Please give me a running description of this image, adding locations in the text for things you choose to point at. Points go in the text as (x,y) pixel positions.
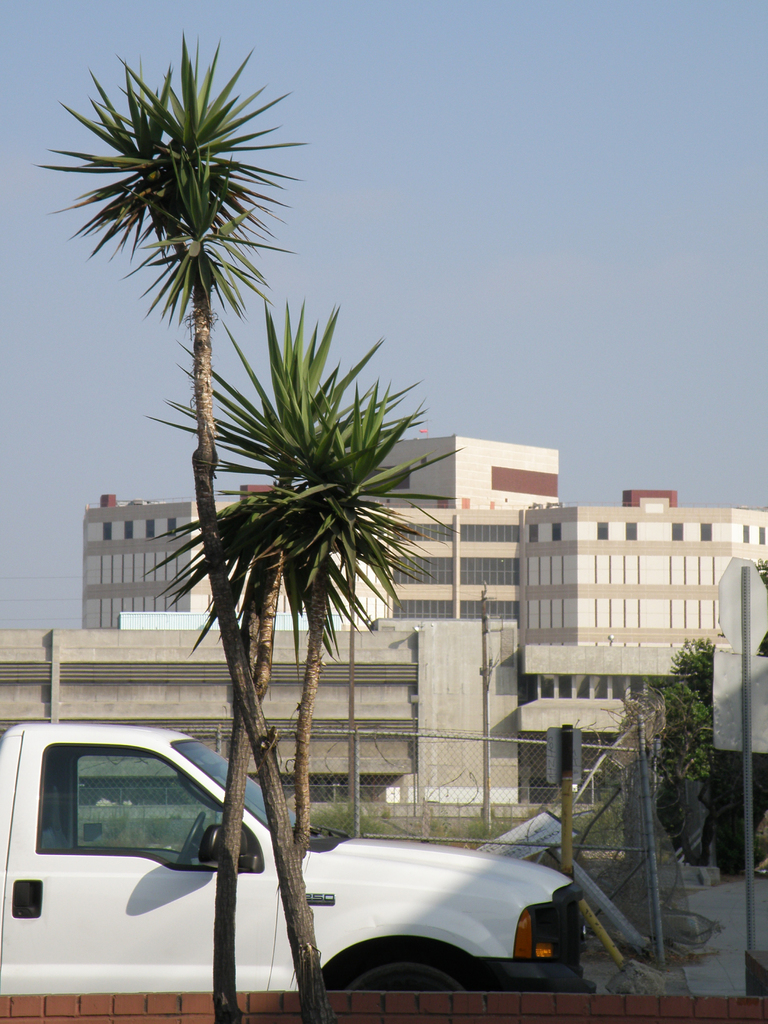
In this image I can see a vehicle (125,913) in white color. I can also see few plants (203,317) and trees (213,559) in green color, background (651,560) I can see few buildings (585,560) in cream and brown color, and sky (533,268) in blue color.
